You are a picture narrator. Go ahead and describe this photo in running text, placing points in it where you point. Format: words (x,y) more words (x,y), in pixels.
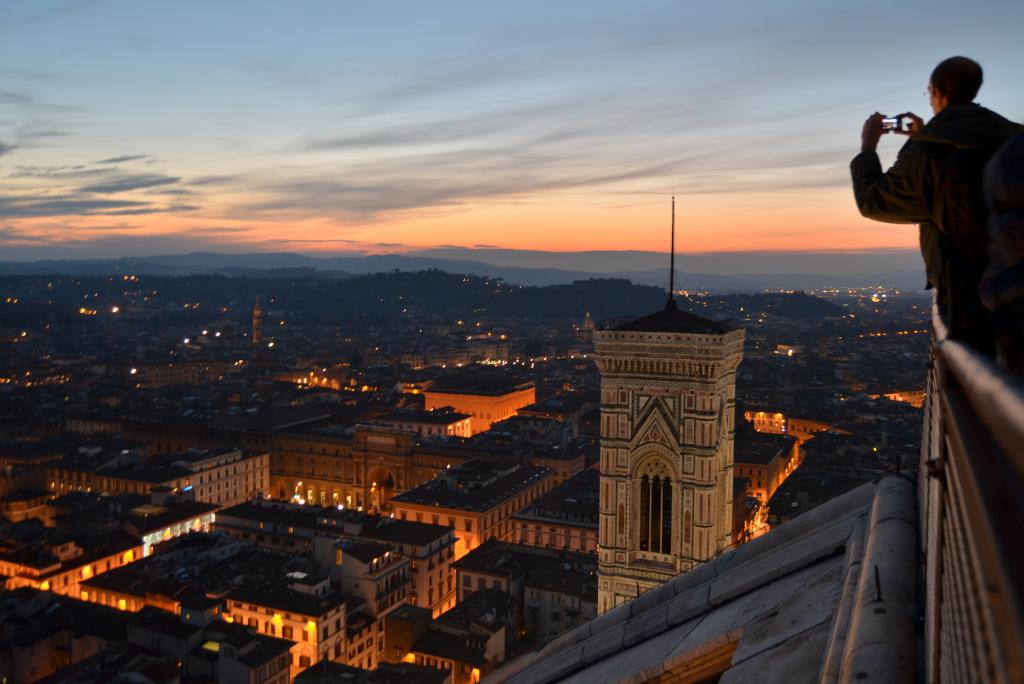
In this image I can see a person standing on the terrace (1016,502) and holding a phone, in-front of him there are so many buildings (758,444).
